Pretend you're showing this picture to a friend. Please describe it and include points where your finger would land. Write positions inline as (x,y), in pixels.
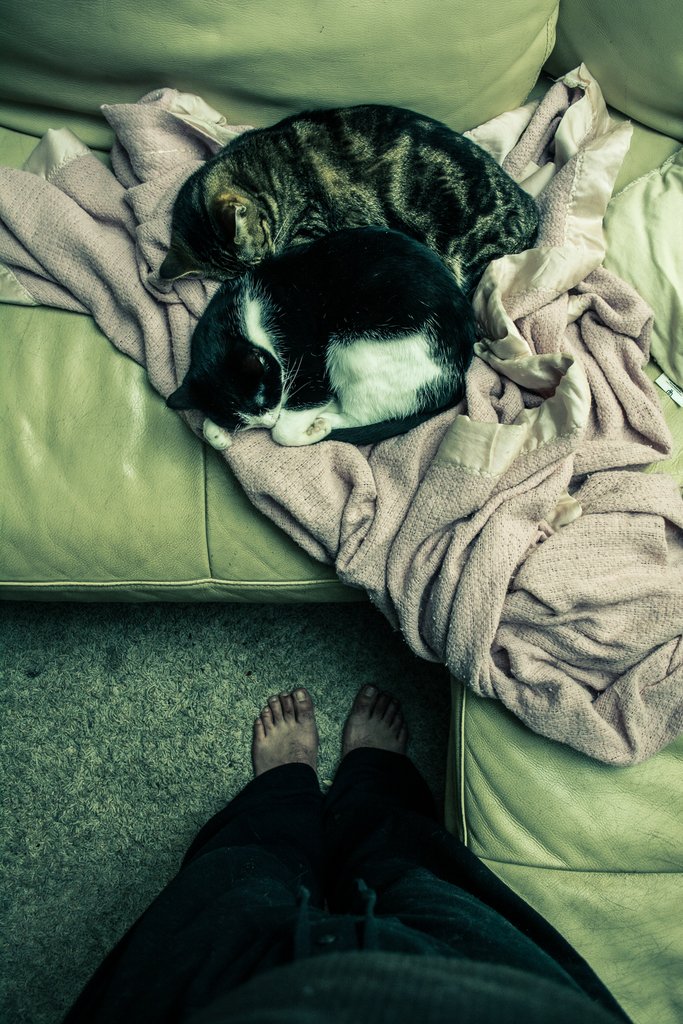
In the image in the center (245,517), we can see one couch (442,62). On the couch (11,149), we can see one blanket (116,203) and two cats (322,184) lying. In the bottom of the image (306,926) we can see one person (223,1010).
